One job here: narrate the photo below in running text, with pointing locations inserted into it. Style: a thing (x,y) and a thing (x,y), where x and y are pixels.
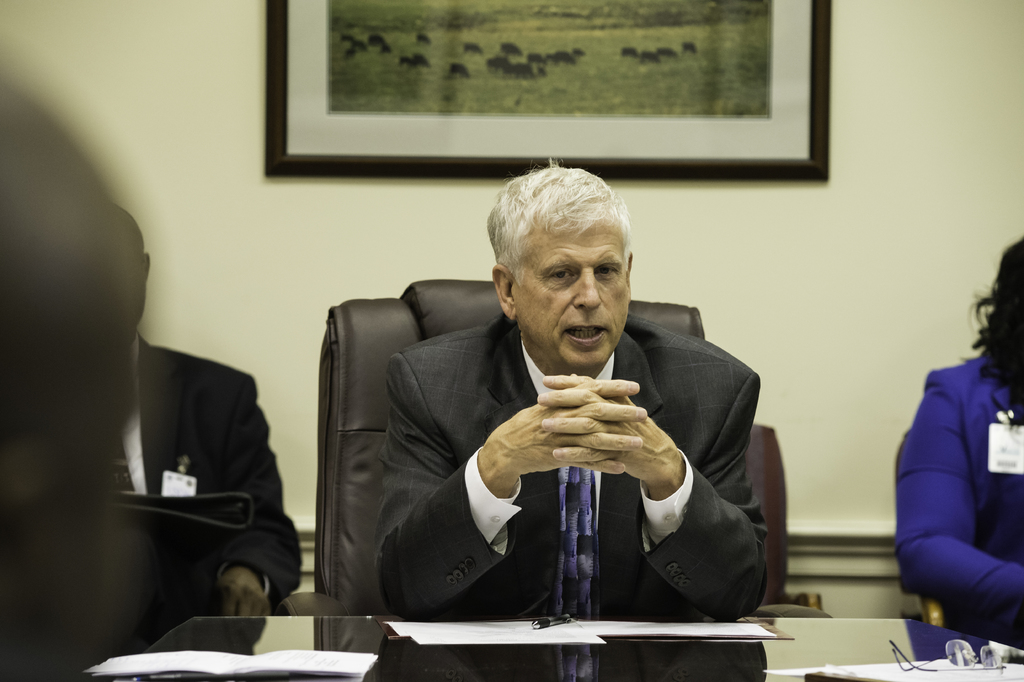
A man (463,467) is sitting in chair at a table (569,664), is speaking with people (49,454) around him.
